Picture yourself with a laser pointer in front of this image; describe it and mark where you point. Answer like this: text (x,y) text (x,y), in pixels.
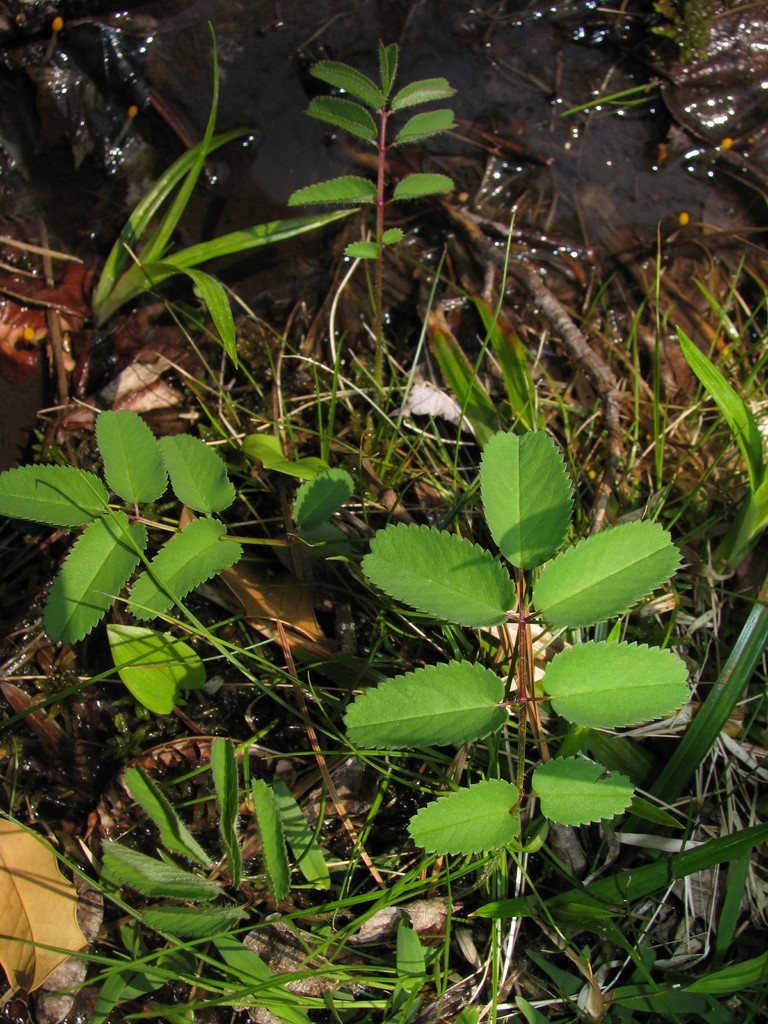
In the image, there are some leaves (532,501) and dry grass (334,866) on the land (78,829).
